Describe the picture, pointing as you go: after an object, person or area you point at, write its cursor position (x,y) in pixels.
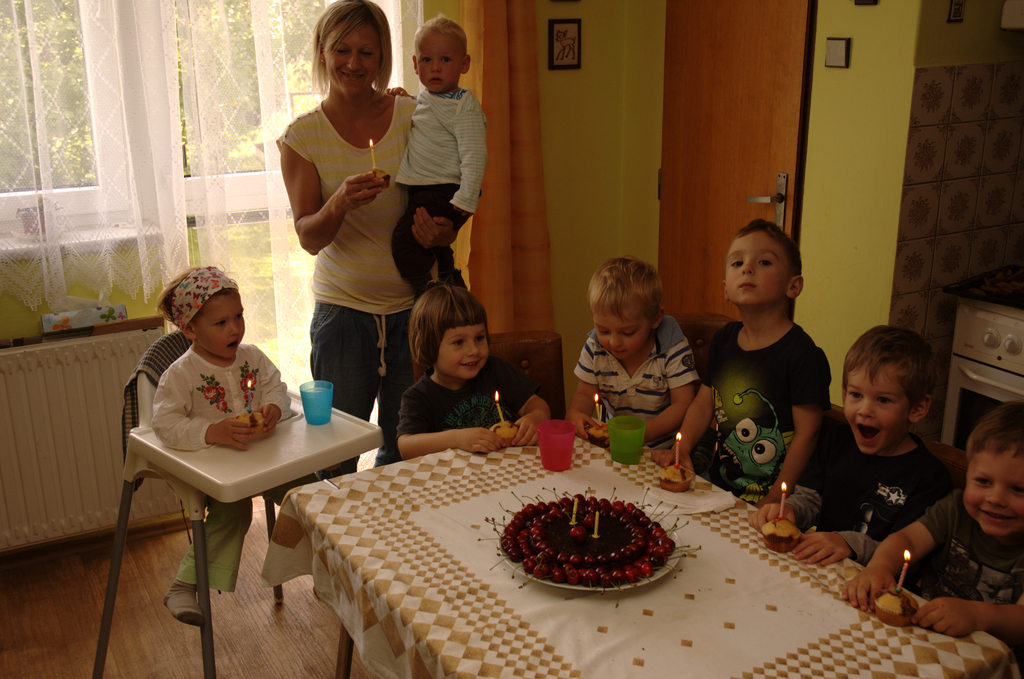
In the picture there is a dining table (642,605) around it there are chairs (546,393). on the chairs (542,375) few kids (686,361) are sitting they are holding cup cake (779,530) with candle (496,409). On the table (490,536) there is a cake (615,577). Beside the table (611,612) a girl (224,396) is sitting on a chair (187,456) on the chair (211,465) there is a glass (308,408). In the middle (373,246) a lady (316,379) is standing she is holding a cupcake (386,182) she is carrying a baby (448,148). in the background (288,97) there are curtain (99,152) windows (115,210). In the right side (735,163) there is a door (747,142).
